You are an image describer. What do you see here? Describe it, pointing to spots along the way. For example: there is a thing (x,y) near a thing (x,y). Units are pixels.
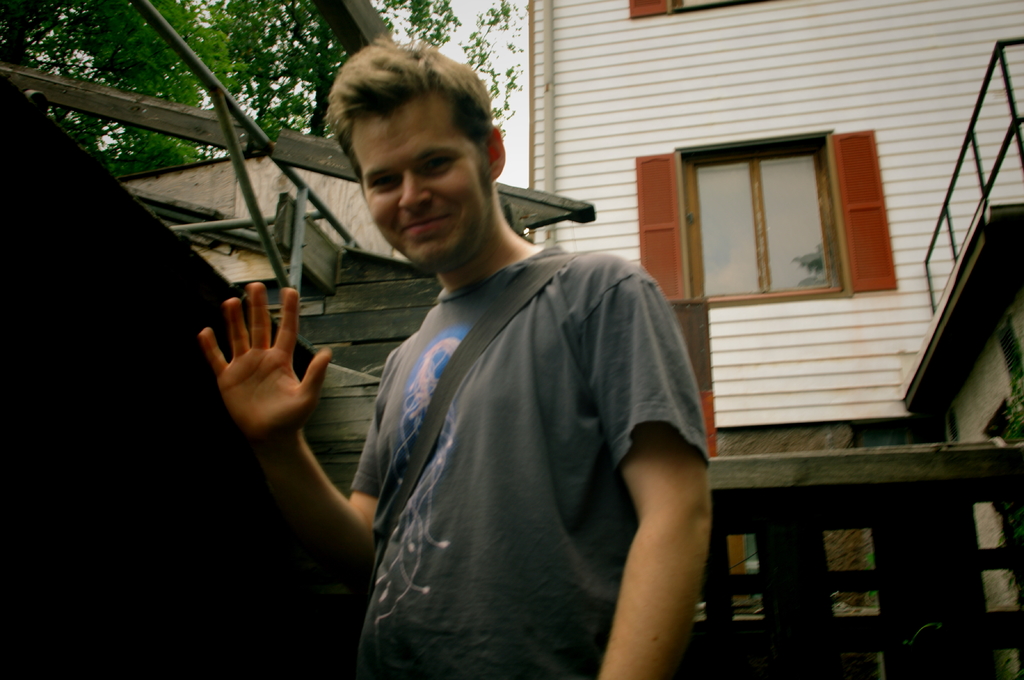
In this image we can see a building (852,142) and a tree (159,77). A person (486,400) is standing. There are windows (810,215) to a building (776,208).
